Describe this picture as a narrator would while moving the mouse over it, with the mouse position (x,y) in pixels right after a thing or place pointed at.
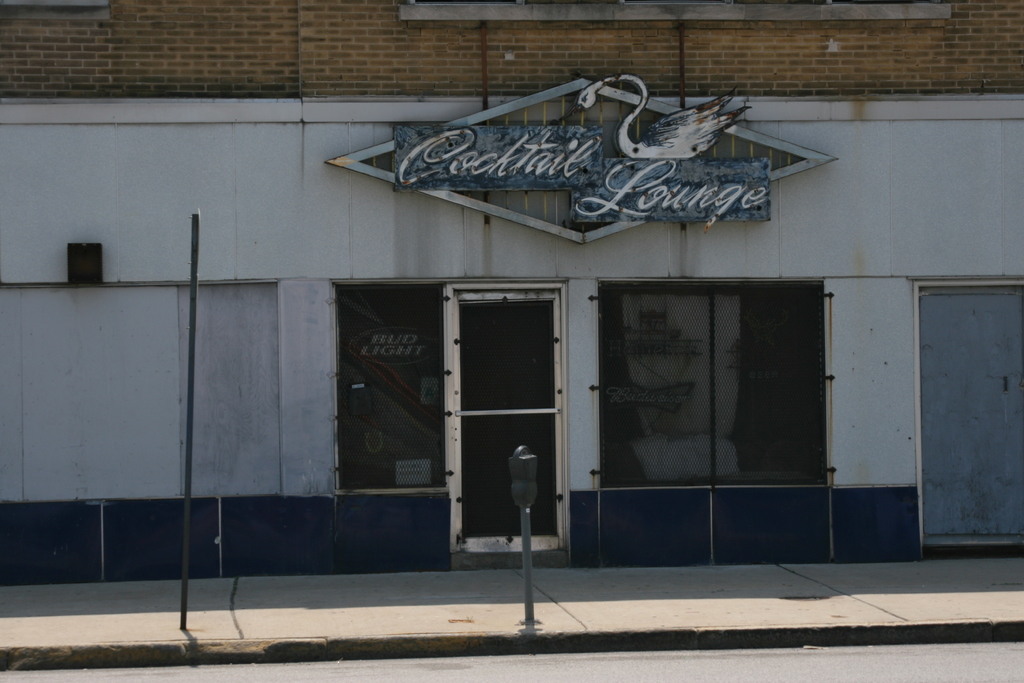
In this image I can see a building (674,388) with name board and door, in-front of that there are few poles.
